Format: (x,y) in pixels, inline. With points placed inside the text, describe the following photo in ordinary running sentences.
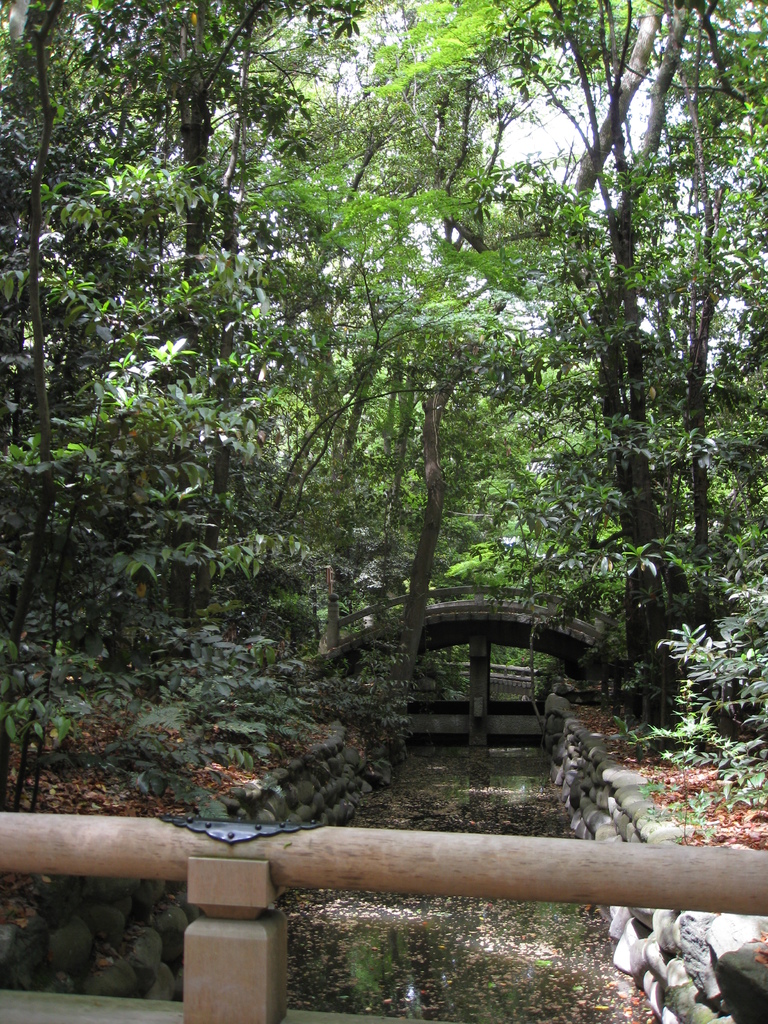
In this image there is a wooden bridge (508,623) in the middle (438,642). Under the bridge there is water (488,959). On the water (501,936) there are leaves (501,936). In the background (260,390) there are so many trees (503,317). At the top (537,155) there is the sky (530,137). In the background (504,631) it looks like it is a tunnel (490,649). At the bottom (360,767) there are stones (585,784).
